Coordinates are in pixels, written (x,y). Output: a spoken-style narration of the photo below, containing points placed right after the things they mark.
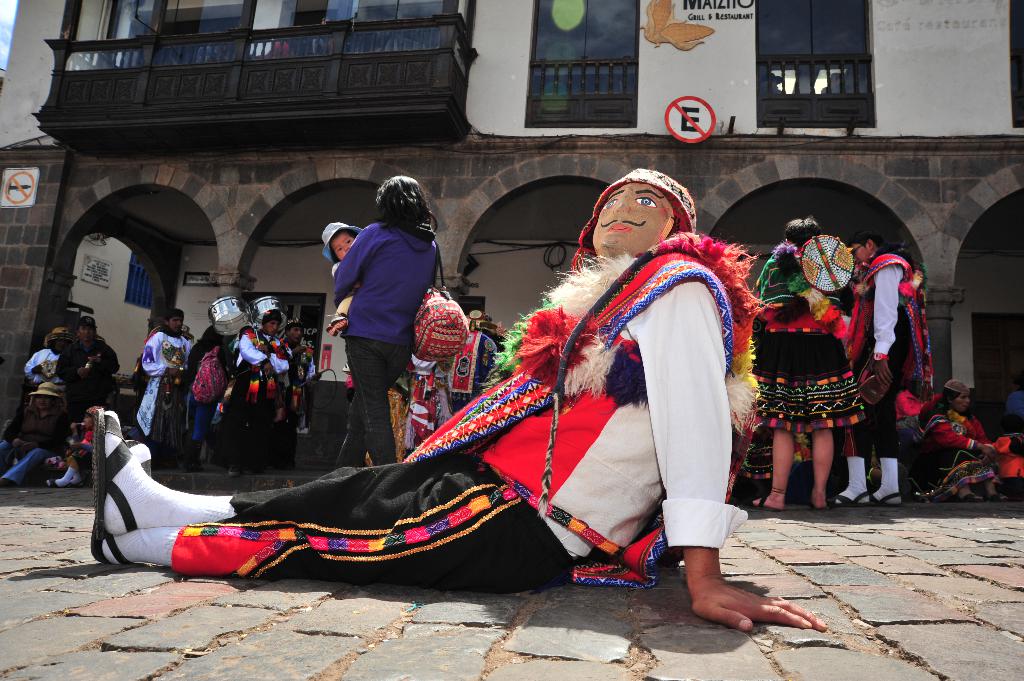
This image is clicked on the road (663,590). In the center (540,387) there is a person (490,462) sitting on the ground (439,608). The person (437,532) is wearing a costume (506,394). Behind the person (501,407) there are a few people (246,363) standing and a few sitting. There are a few people (276,326) holding drums (219,326) in their hands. In the background (387,123) there is a building (441,116). At the top (221,77) there is a railing (209,73) to the building (221,77). There are windows (583,40) and boards (657,31) to the walls (48,197) of the buildings (48,197).
